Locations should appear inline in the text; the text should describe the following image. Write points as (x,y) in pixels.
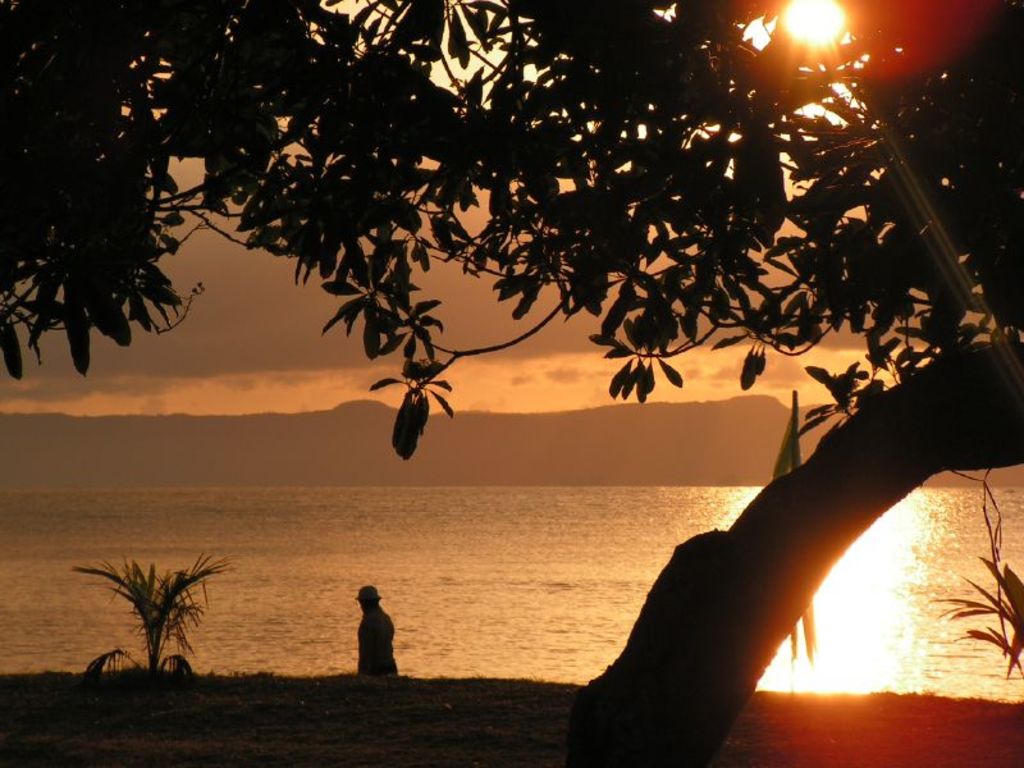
At the bottom of the picture (378,670), we see a person (361,666) is standing. On the left side (195,670), we see a plant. Beside her, we see water (490,564) and this water (457,528) might be in the river (478,544). In front of the picture, we see a tree (714,175). At the top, we see the sun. There are hills (679,442) and the sky (561,369) in the background (596,420).
